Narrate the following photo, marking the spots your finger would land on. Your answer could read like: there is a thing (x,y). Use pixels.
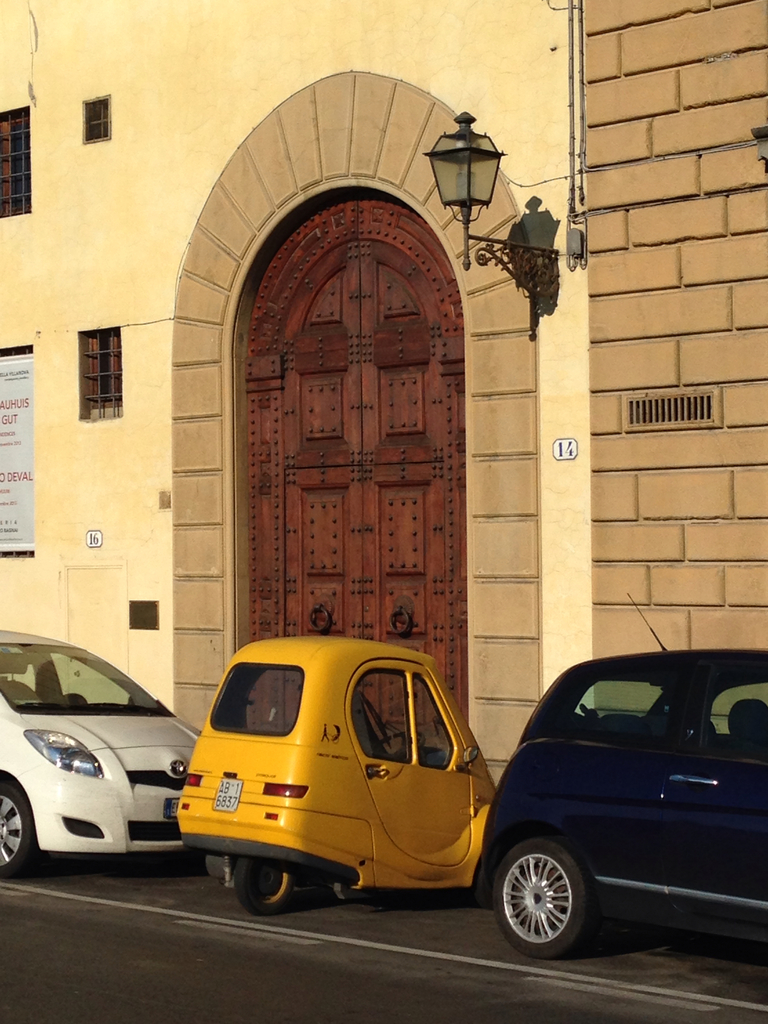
In this image few vehicles (461,794) are parked aside on the road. There is building (64,520) and it has a big door (443,347).
